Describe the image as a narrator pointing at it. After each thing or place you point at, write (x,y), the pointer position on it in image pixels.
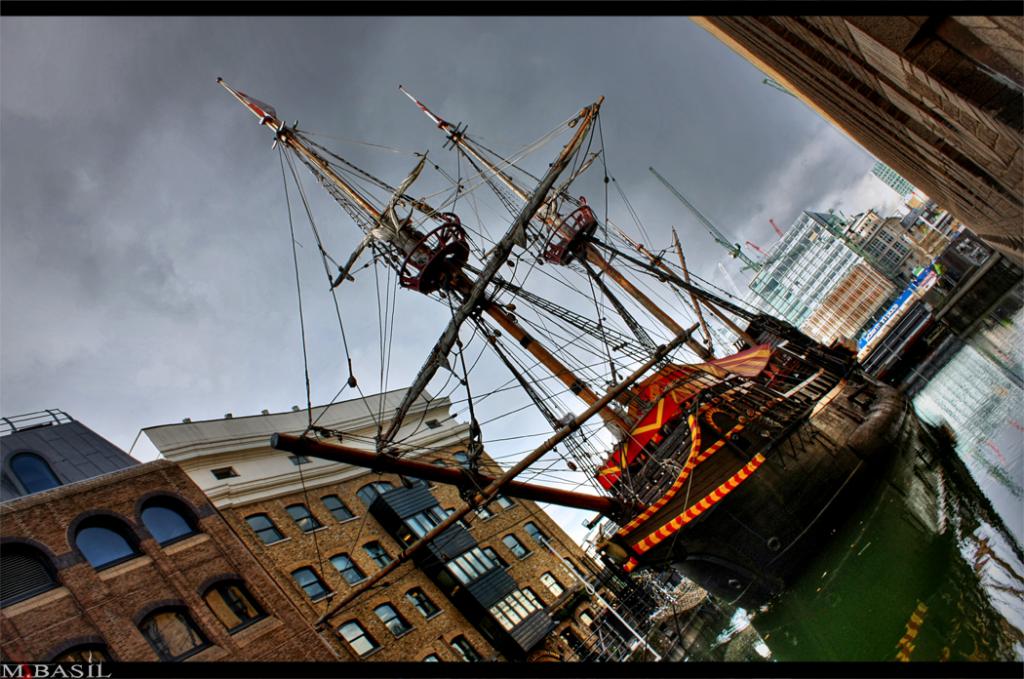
In the center of the image (482,334) there is a ship (751,457) on the water (908,488). On the right side of the image (944,41) there is a building (966,74). On the left side of the image (129,600) we can see poles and buildings (407,582). In the background (872,264) there are buildings (819,265), sky (766,242) and clouds (655,182).
